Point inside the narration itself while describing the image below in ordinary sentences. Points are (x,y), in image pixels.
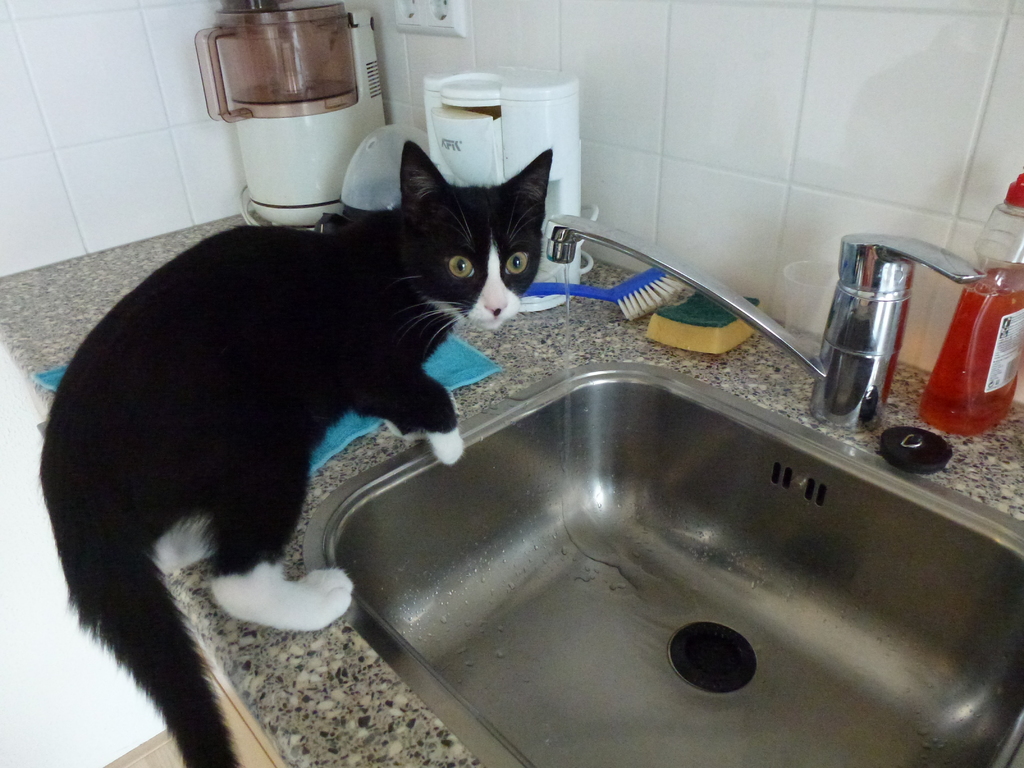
In this image we can see a countertop (71,308) and there is a sink (687,626). We can see a cat (289,473) on the countertop (322,641). There is a napkin (472,356), blenders (362,102), bottle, brush (637,315) and a sponge (687,316) placed on the counter top (614,306). In the background (743,142) there is a wall (139,151).
